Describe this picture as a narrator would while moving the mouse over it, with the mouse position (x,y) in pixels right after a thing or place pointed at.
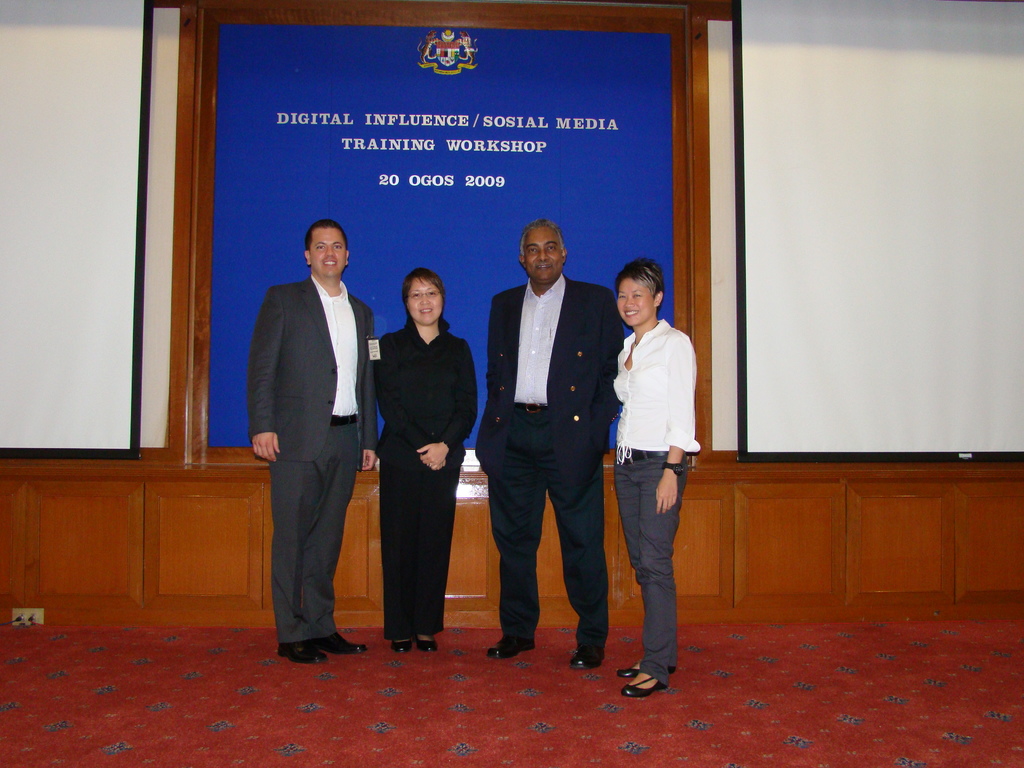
In this image there are four persons (484,448) standing on a floor (183,695), in the background (443,5) there is a wall (487,2) to that there is a board (589,138) on that board (495,122) there is some text (445,144).
